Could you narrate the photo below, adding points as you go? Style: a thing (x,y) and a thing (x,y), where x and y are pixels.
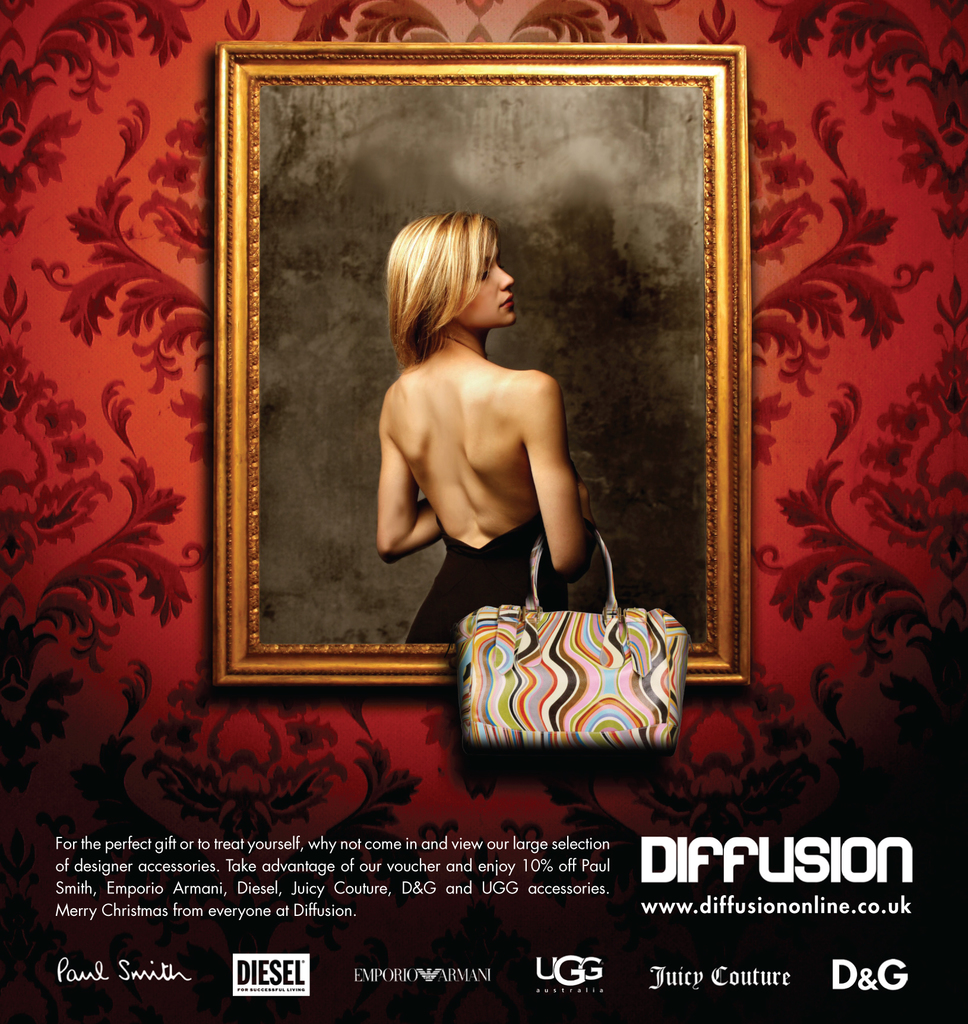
In this image I can see a frame (744,629) and a woman (397,527) with a handbag (542,616).
